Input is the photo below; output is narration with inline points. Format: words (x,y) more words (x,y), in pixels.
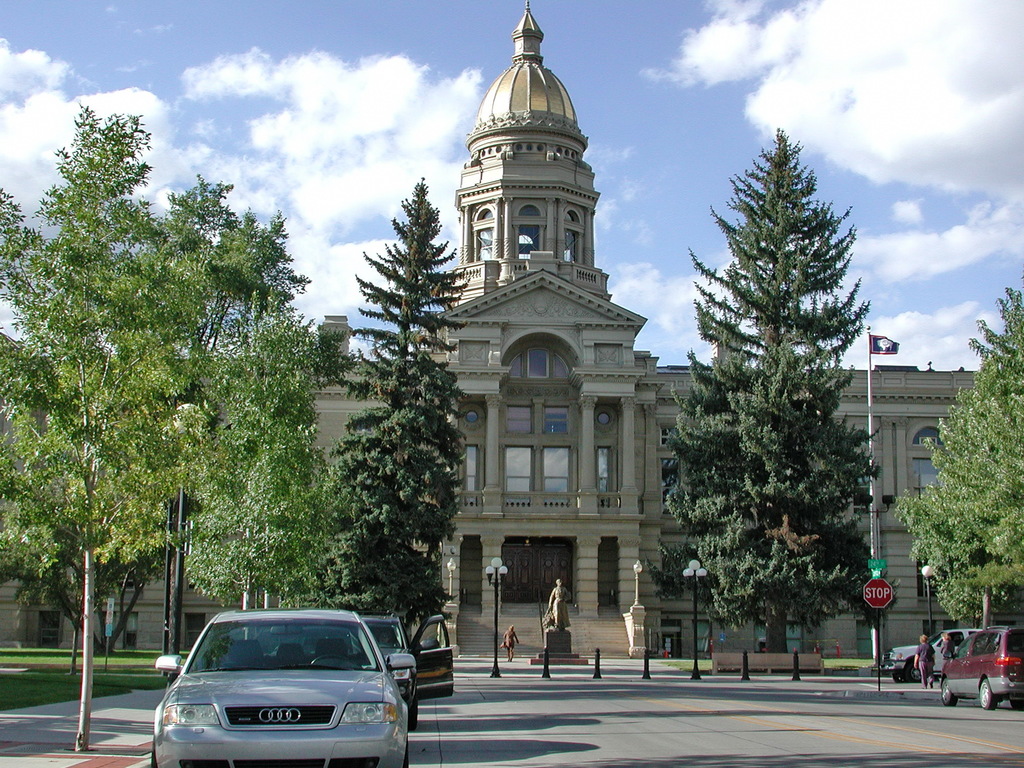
In this image we can see a building (502,493), there are some lights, poles (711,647), boards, trees (814,442), vehicles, grass (39,677) and people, also we can see a statue (546,613) and a flag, in the background (241,178), we can see the sky (902,292) with clouds (208,149).
